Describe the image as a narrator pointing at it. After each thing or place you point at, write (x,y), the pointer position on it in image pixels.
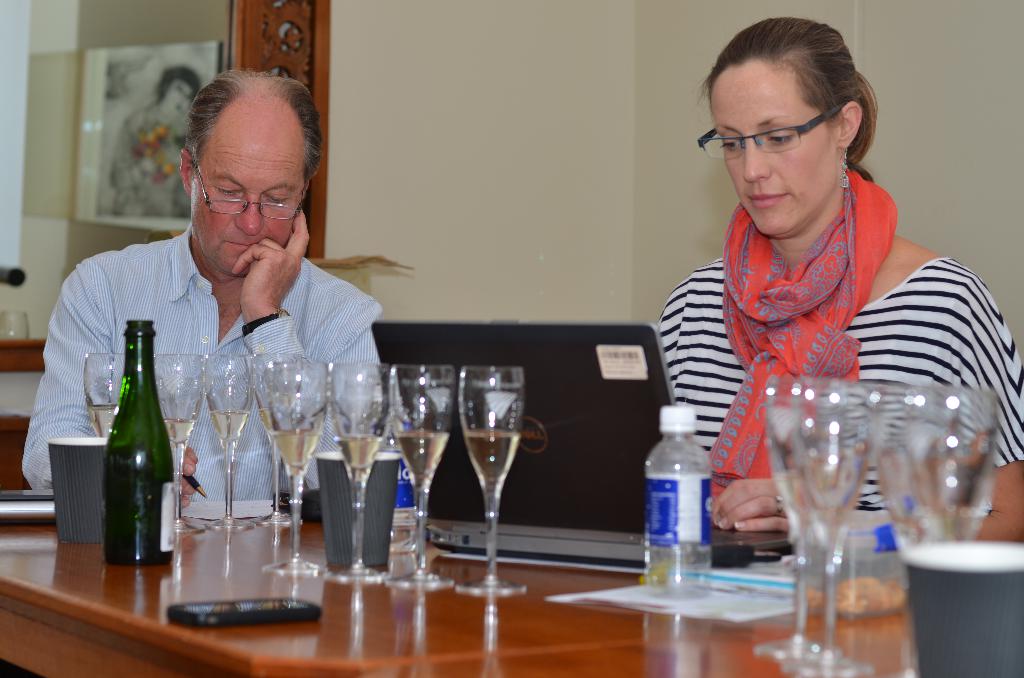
There is a man (233,341) wearing shirt (265,334), watch (261,318), spectacles (226,199) is having a pen (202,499) and writing on a paper (237,505). A lady (759,353) wearing a scarf (796,277) and spectacles (753,138) is working on a laptop (567,431). There is a table (416,607). On the table (446,643) there are many glasses (353,436), bottle (124,476) and a remote (266,612). In the background (577,122) there is a wall (468,111) and a painting (114,122).
